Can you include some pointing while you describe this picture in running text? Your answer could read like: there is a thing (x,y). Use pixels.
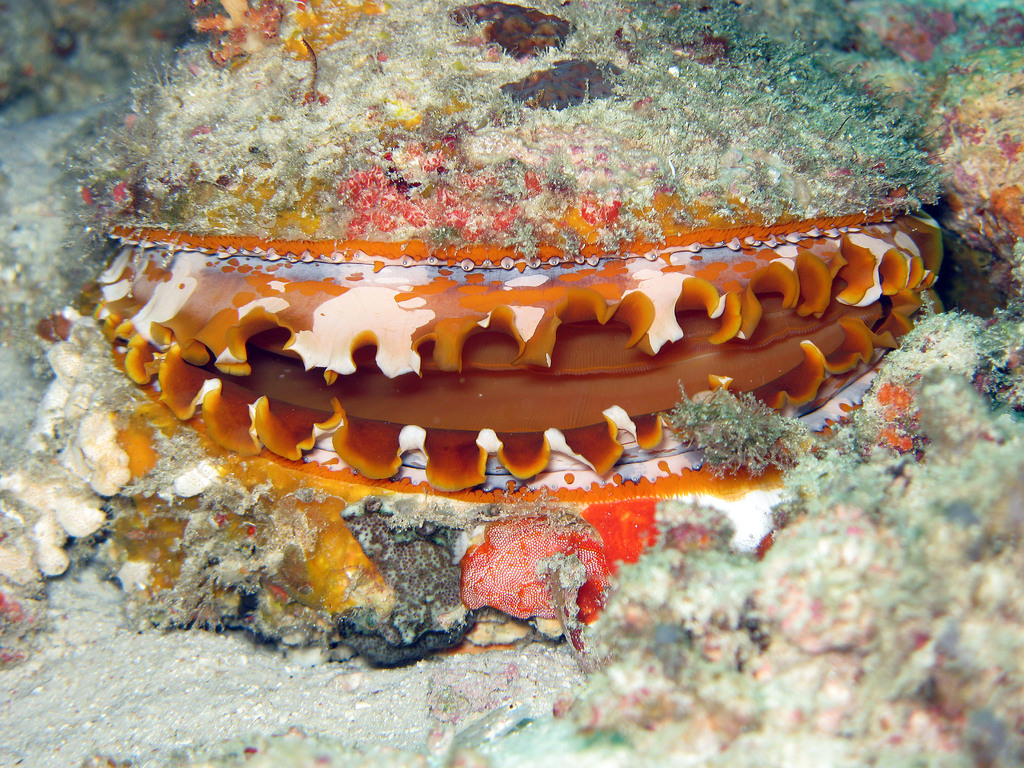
In this image we can see a water animal (537,400).
